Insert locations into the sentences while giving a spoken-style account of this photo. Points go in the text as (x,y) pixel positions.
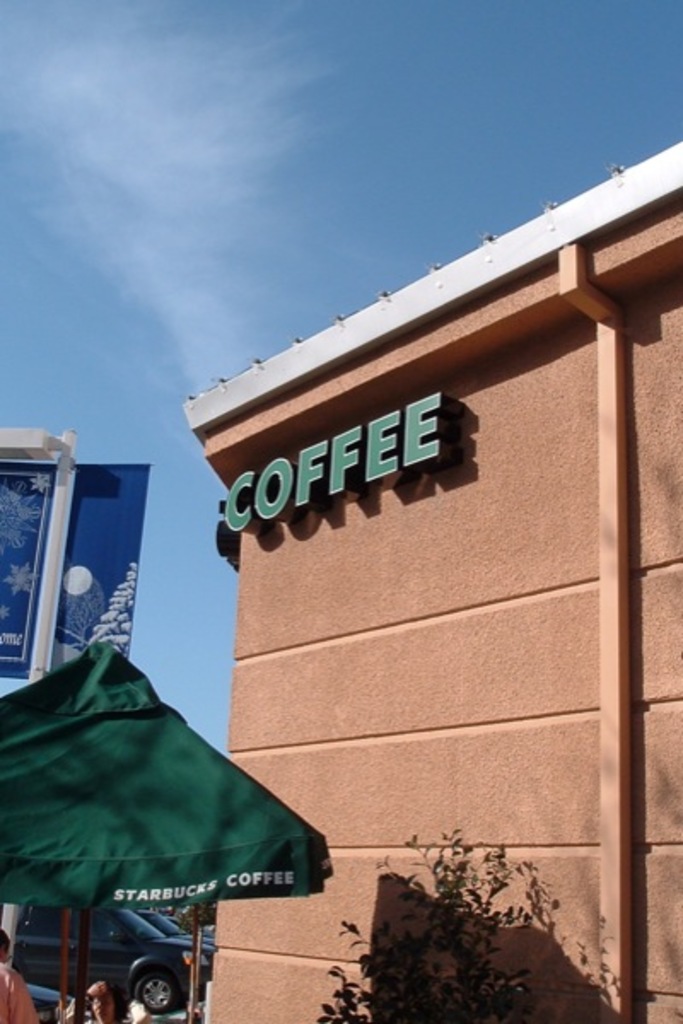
In this picture I can see a building (443,607) and I can see text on the wall (499,598) and I can see an umbrella (150,774) and a plant (375,1017) and I can see few cars (118,967) parked and I can see a human (112,1015) seated and a human (17,974) standing under the umbrella (272,893) and I can see couple of banners (62,617) to the pole (64,488) and I can see blue cloudy sky (459,226).
